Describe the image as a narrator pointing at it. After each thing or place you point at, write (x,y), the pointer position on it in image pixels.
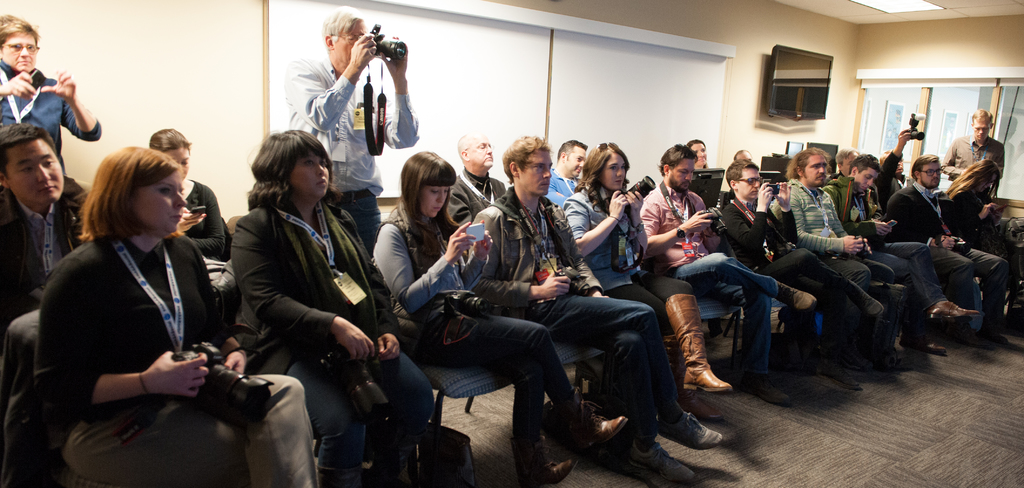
In this picture we can see a group of people (528,246) sitting on chairs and three persons (354,104) standing on the floor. Some people (880,276) holding the cameras (715,221). Behind the people (159,209) there are monitors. There is a television (773,92) and a white object (715,124) attached to the wall (727,120). On the right side of the image (936,120) there are windows (1014,131).
